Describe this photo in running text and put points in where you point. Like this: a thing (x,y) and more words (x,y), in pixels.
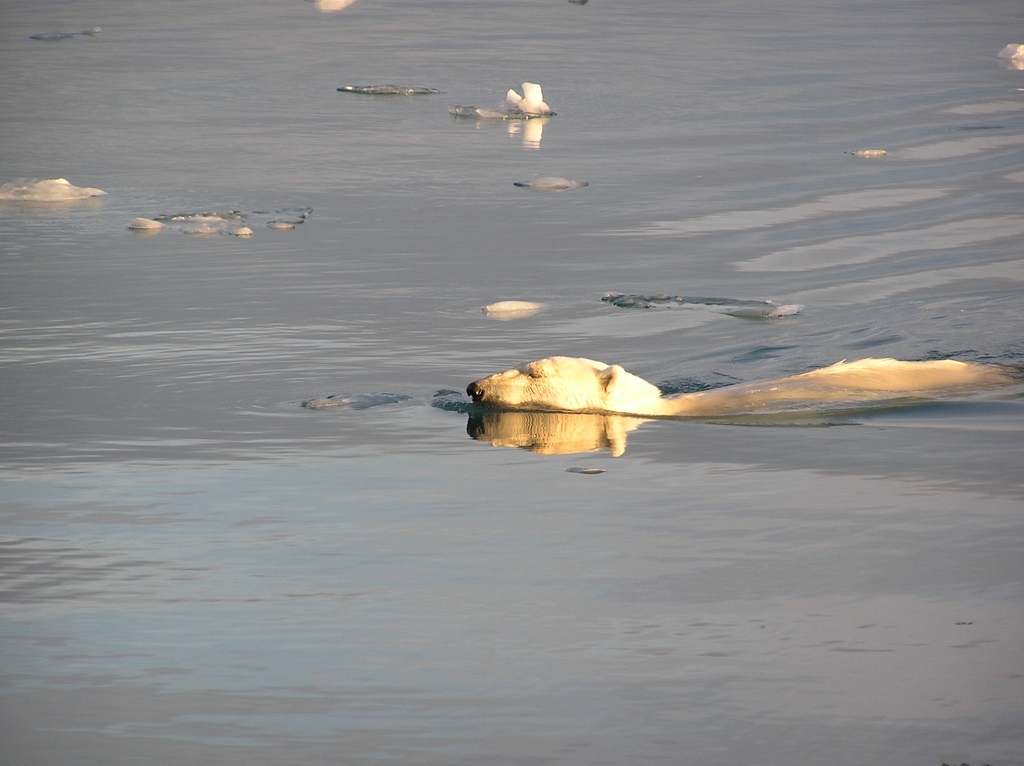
In this image we can see an animal (605,389) in the water (699,356).
